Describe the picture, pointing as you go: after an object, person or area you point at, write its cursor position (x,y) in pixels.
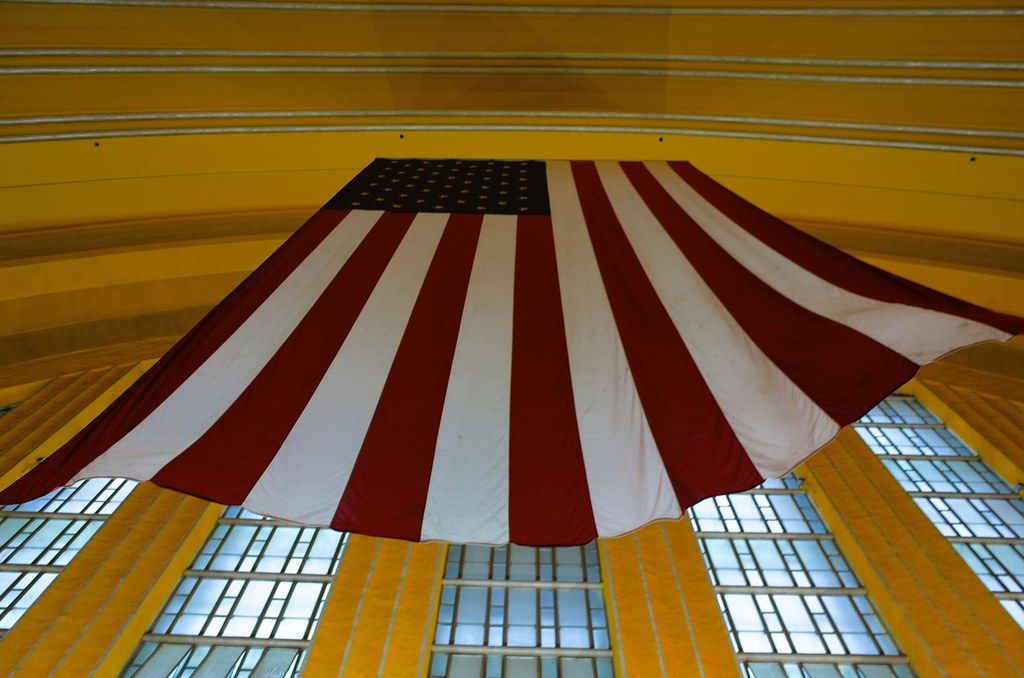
In this image I can see the wall (407,545) and few glass windows (2,583). In the centre of the image (429,332) I can see a flag (723,192).
